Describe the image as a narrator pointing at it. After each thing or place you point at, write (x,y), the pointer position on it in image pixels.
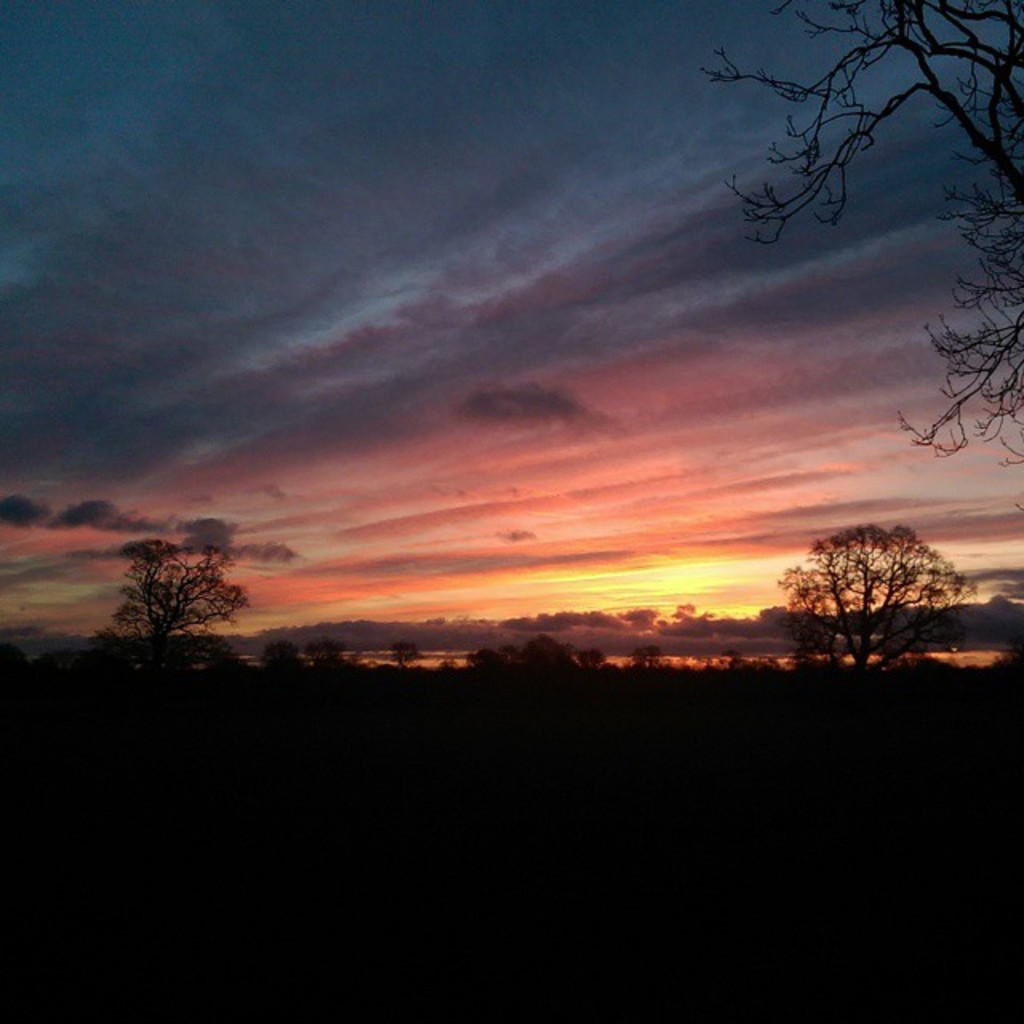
This picture describe about the beautiful view of the nature. In front (203,568) we can see some dry trees (409,654) and behind some clouds (599,644). Above we can see a red color sunset (580,604) in the sky (609,509).
